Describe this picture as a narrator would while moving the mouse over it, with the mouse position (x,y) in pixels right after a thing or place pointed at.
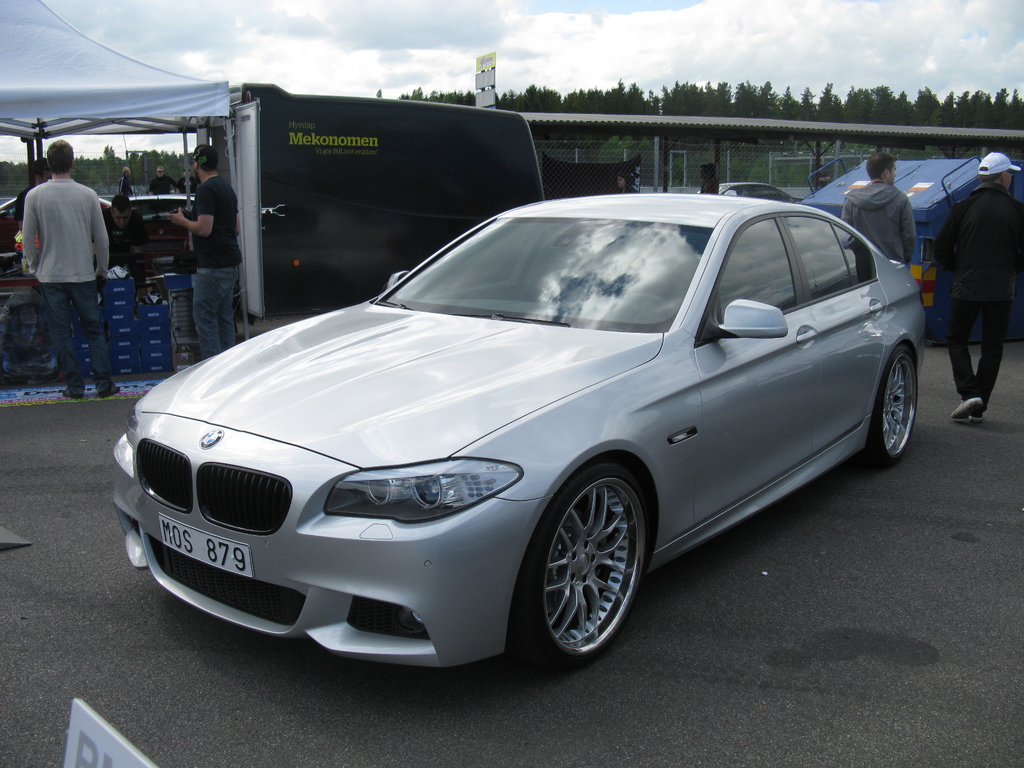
In the picture we can see a car (504,400), a tent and there are some people (218,230). And in the background (768,87) we can see trees (917,108) and a cloudy sky (894,86). There is a board (490,85) with something written on it.
